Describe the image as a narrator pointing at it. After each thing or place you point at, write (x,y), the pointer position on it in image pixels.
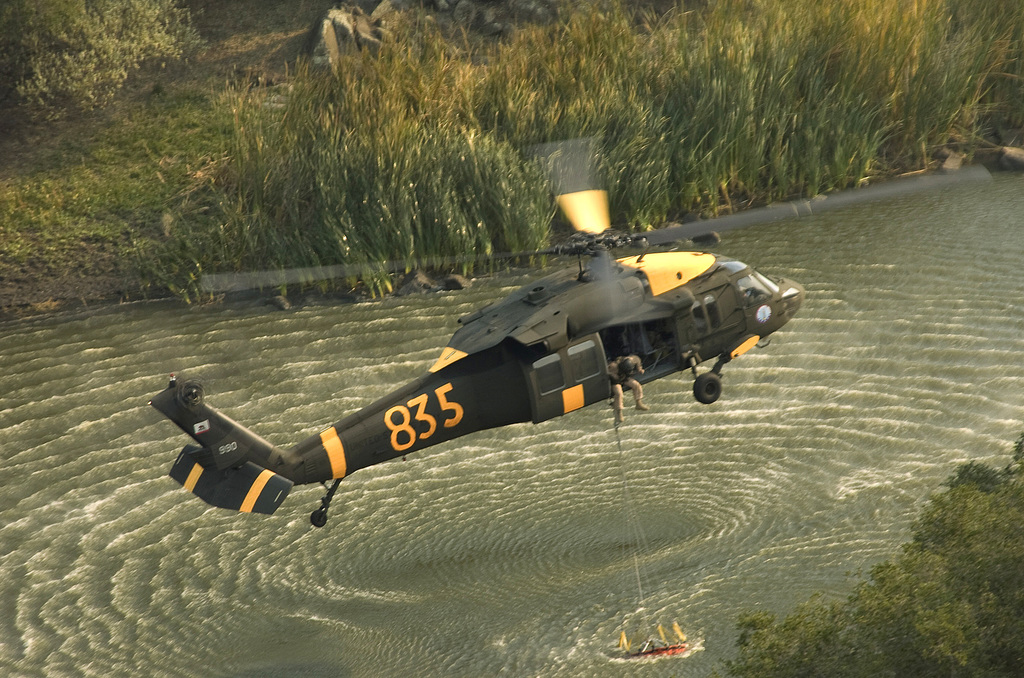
In this picture there is a black and yellow color helicopter (688,298) flying in the air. In the bottom side (457,646) we can see the river water (504,474). Behind there is a huge grass (329,88).
